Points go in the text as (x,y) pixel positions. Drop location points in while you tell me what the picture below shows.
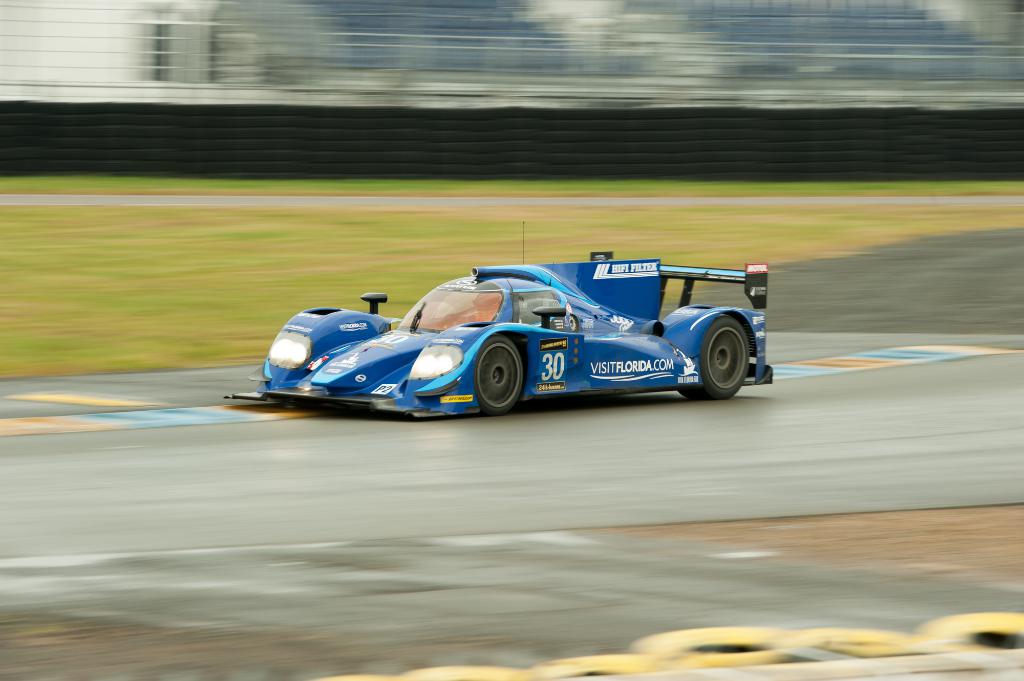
In this picture we can see a vehicle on the road (834,427) and in the background (998,259) we can see the ground (1000,243), wall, some objects (1023,96) and it is blurry.
